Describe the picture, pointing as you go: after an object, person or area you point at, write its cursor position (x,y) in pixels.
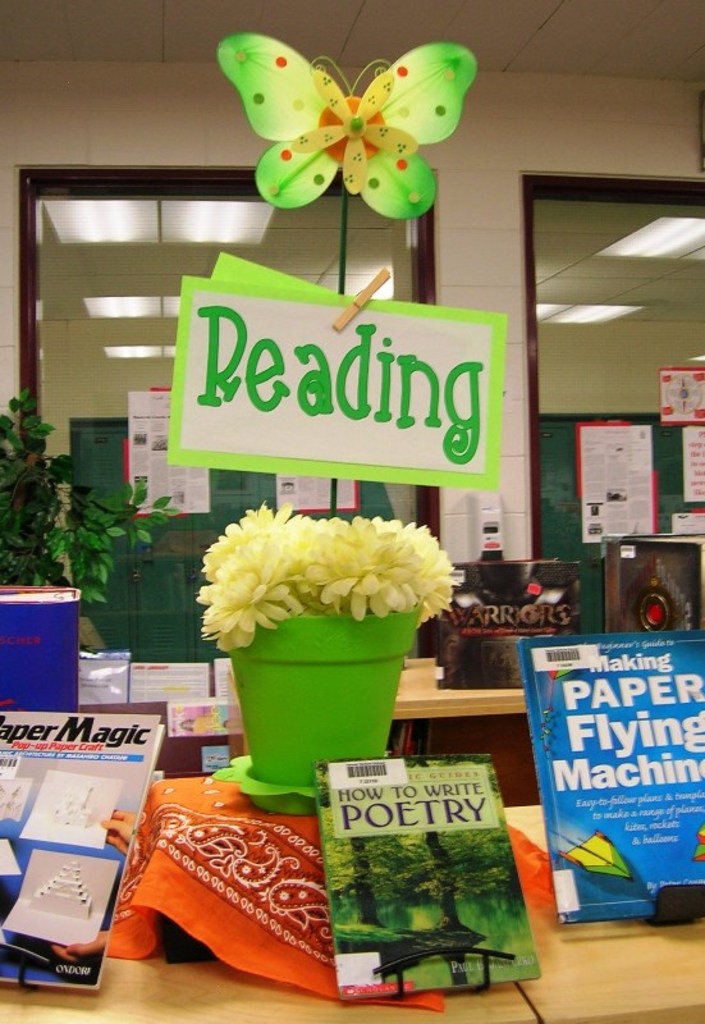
At the bottom of this image (398,869) there are few tables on which books (608,856), flower pot (345,638), a cloth (235,809), boxes (14,650) and some other objects (178,701) are placed. In the background (645,502) there is a wall (518,352) and many posters (648,471) are attached to the glasses (112,296). On the left side (48,509) few leaves (48,509) are visible. In the middle of the image (354,402) there is a board (360,334) with some text (333,395) and an artificial butterfly (299,118) are attached to a stick (346,202). In the background (129,212) there are few lights (121,220) to the ceiling (560,229).
